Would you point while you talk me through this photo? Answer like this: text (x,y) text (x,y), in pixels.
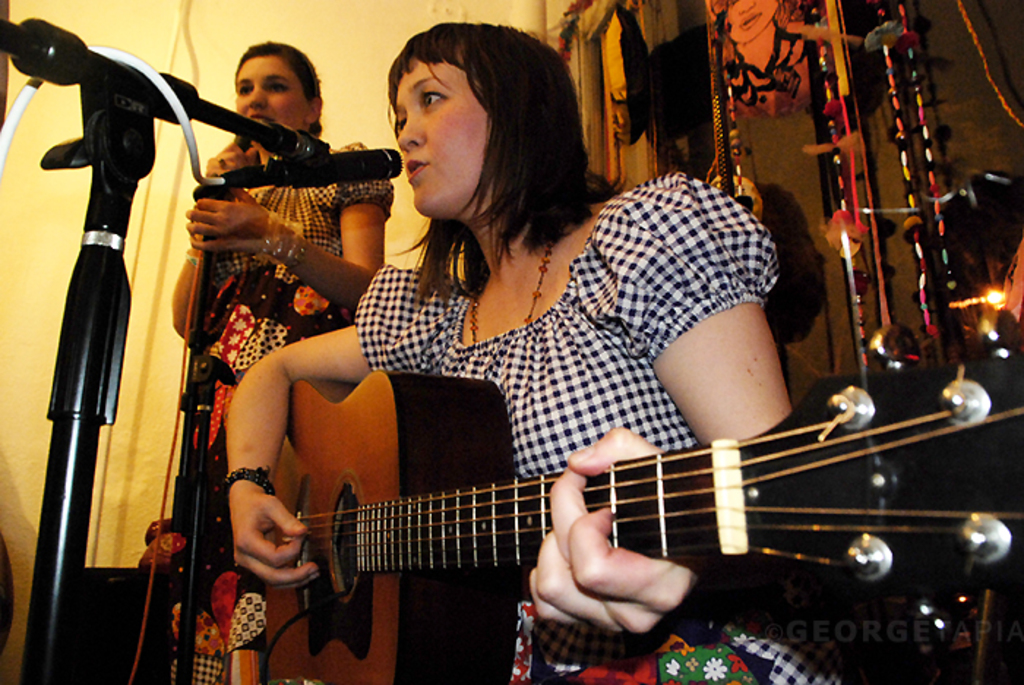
This woman (485,117) is sitting and playing a guitar (421,521) in-front of mic (258,171). This woman (391,195) is standing.
